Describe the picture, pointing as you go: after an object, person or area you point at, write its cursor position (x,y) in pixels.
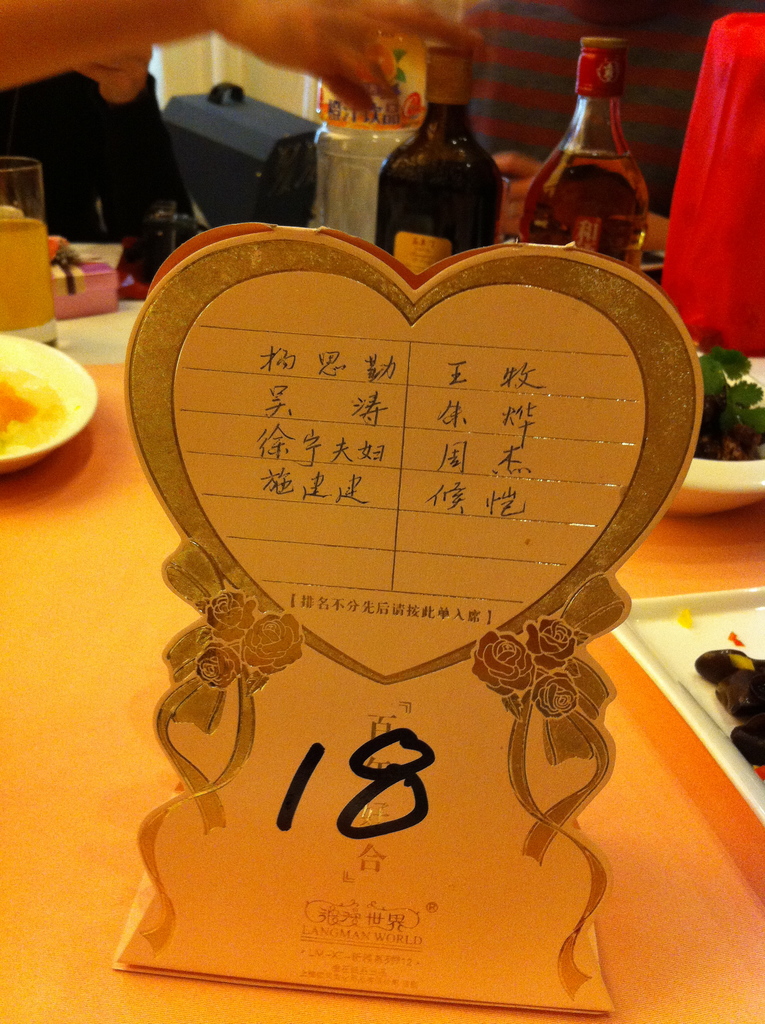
In this image, we can see a card (326,716) with some text (401,718). There are a few bottles (483,199). We can see some food items (734,402) in plates (726,489). We can see the hands (344,58) of a person (344,58). We can also see a red colored object (758,229) on the right (744,37). We can also see a black colored object (270,142).
